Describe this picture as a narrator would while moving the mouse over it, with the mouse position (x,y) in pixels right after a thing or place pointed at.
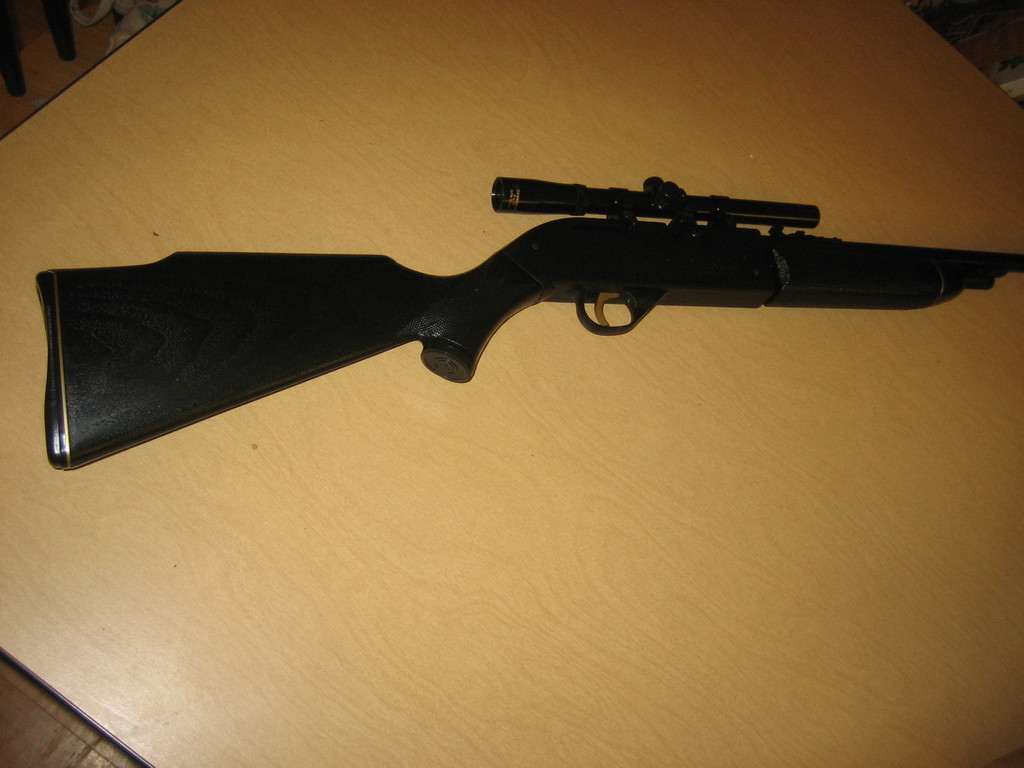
In this image, we can see a gun (336,313) on the wooden surface (481,677). We can also see some objects (3,64) on the top left corner (14,77).
